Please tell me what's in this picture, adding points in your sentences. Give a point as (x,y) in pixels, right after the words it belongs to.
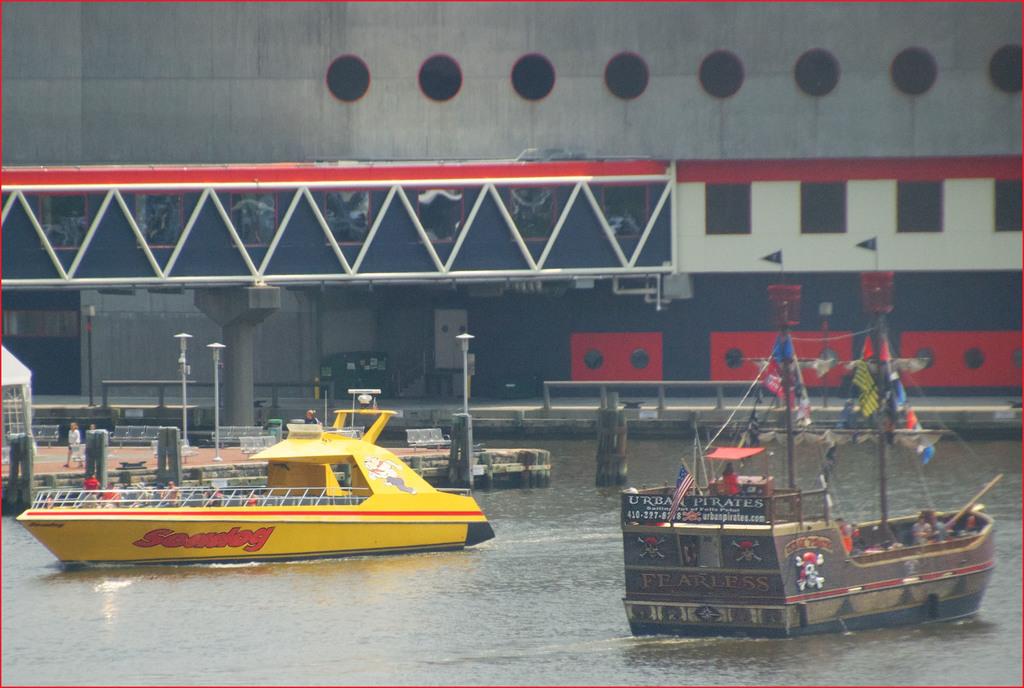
In this image I can see the lake (920,473), on the lake (926,486) I can see ships (417,522) and person (89,431) visible, at the top (48,57) there is a building (103,75) visible beside the lake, there is a pole (226,326) visible in the middle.
